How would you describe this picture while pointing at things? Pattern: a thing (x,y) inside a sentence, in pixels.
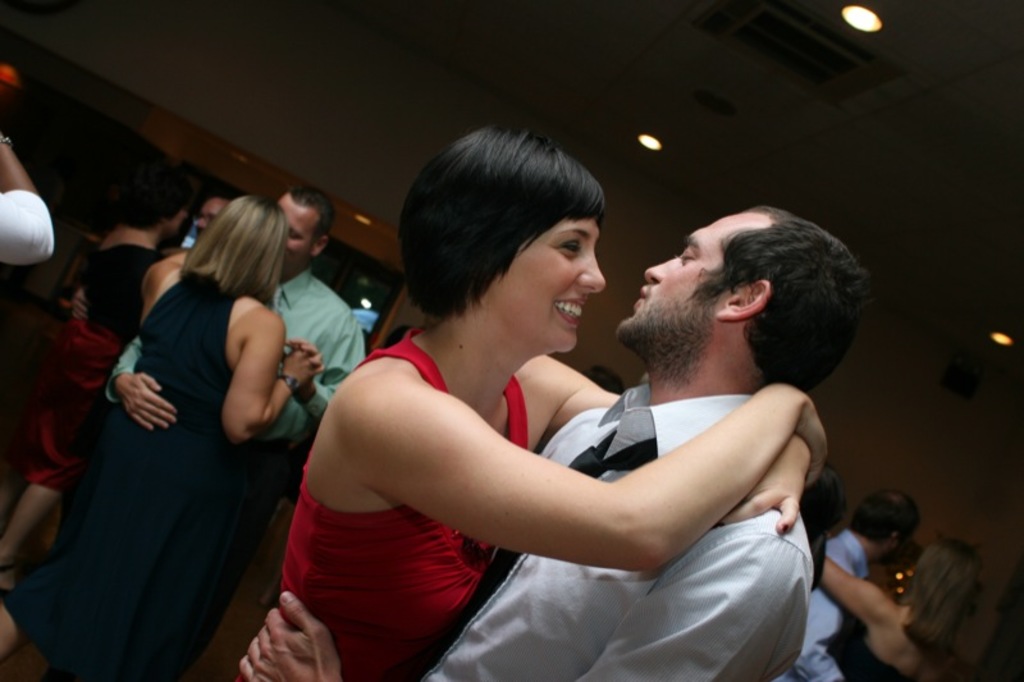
In this picture there is a woman (443,439) who is wearing red dress (462,572). She is standing near to the man (759,521) who is wearing grey shirt (691,625). In the background (262,307) we can see the group of persons (262,320) were dancing on the floor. At the top (843,18) we can see light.
